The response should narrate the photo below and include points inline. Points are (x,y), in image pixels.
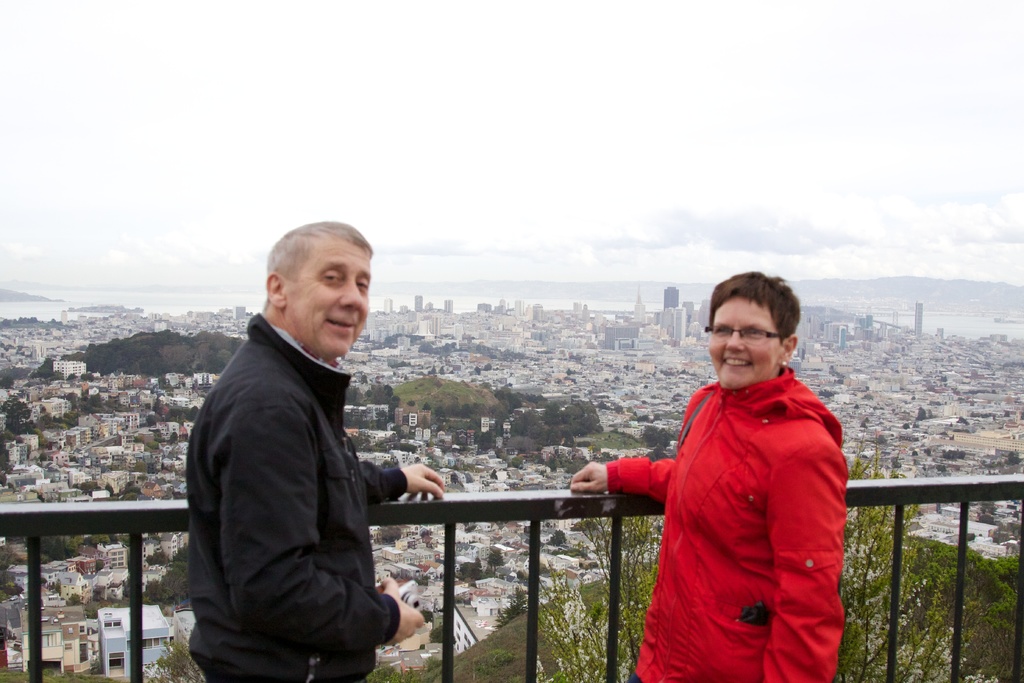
On the left side (287,578) a man (279,568) is standing, he wore black color coat (341,477). On the right side (745,522) a woman (732,452) is standing, she wore red color coat (789,510), there are buildings (629,320) and houses (492,425) in the middle of an image (523,374). At the top (521,146) it is the cloudy sky (513,145).
